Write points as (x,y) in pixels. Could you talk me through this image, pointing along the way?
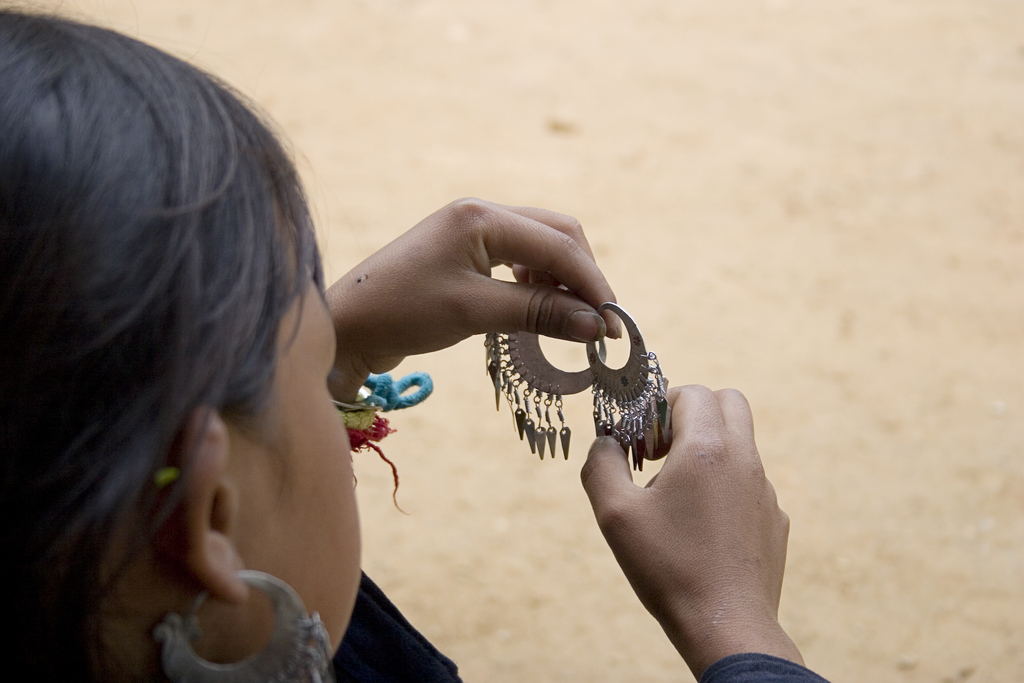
In this picture I can see a woman (314,490) holding earrings (554,401).
